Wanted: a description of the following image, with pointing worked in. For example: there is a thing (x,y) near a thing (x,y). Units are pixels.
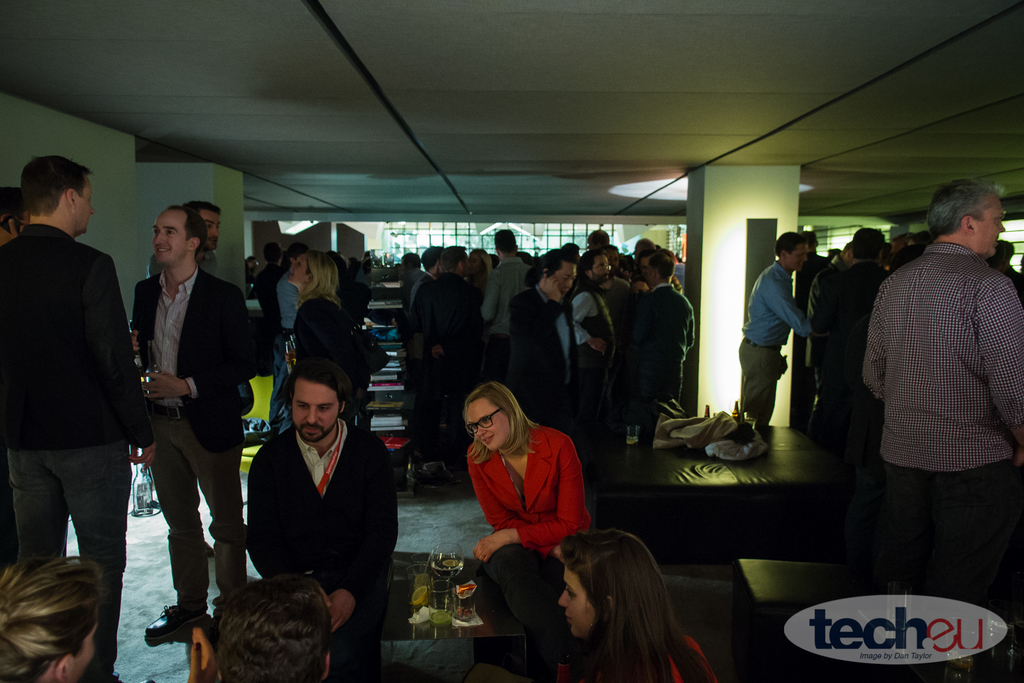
This image consists of many people (571,442). In the front (484,436), the woman (549,524) sitting is wearing a red jacket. In the background (218,189), there are pillars (697,269). At the top (379,90), there is a roof (379,90). At the bottom (154,584), there is a floor (166,577).
